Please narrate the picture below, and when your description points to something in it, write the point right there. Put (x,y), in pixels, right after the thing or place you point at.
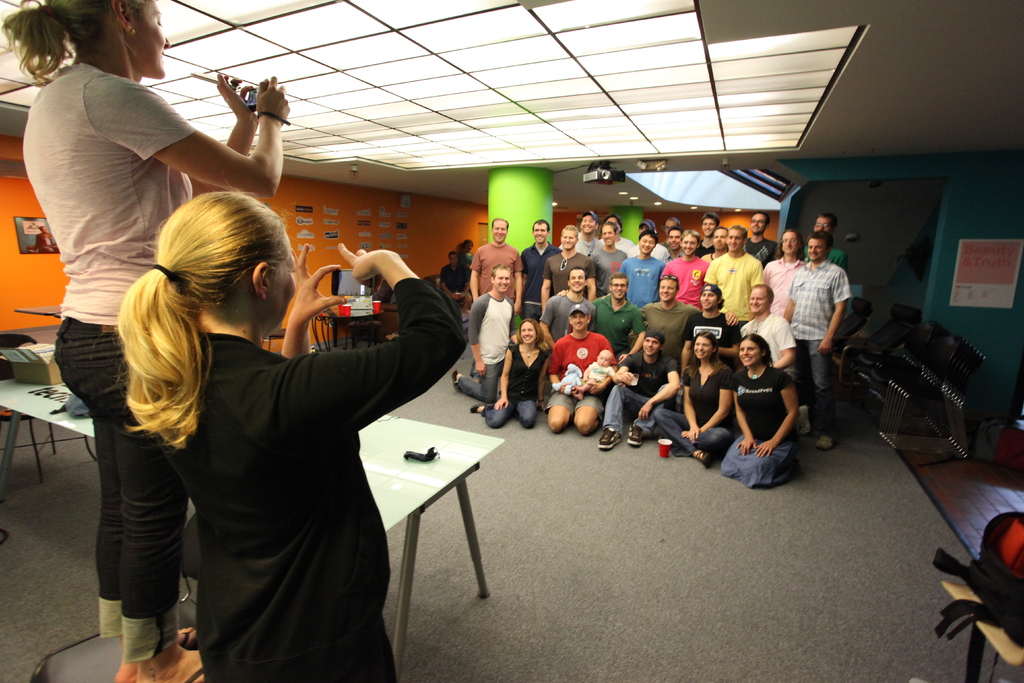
In this image there are two persons (345,412) standing and holding some devices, and in the background (666,321) there are group of people (499,370) sitting on their knees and standing, table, chairs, lights (330,115), papers (964,258) stick to the wall (1019,275).
